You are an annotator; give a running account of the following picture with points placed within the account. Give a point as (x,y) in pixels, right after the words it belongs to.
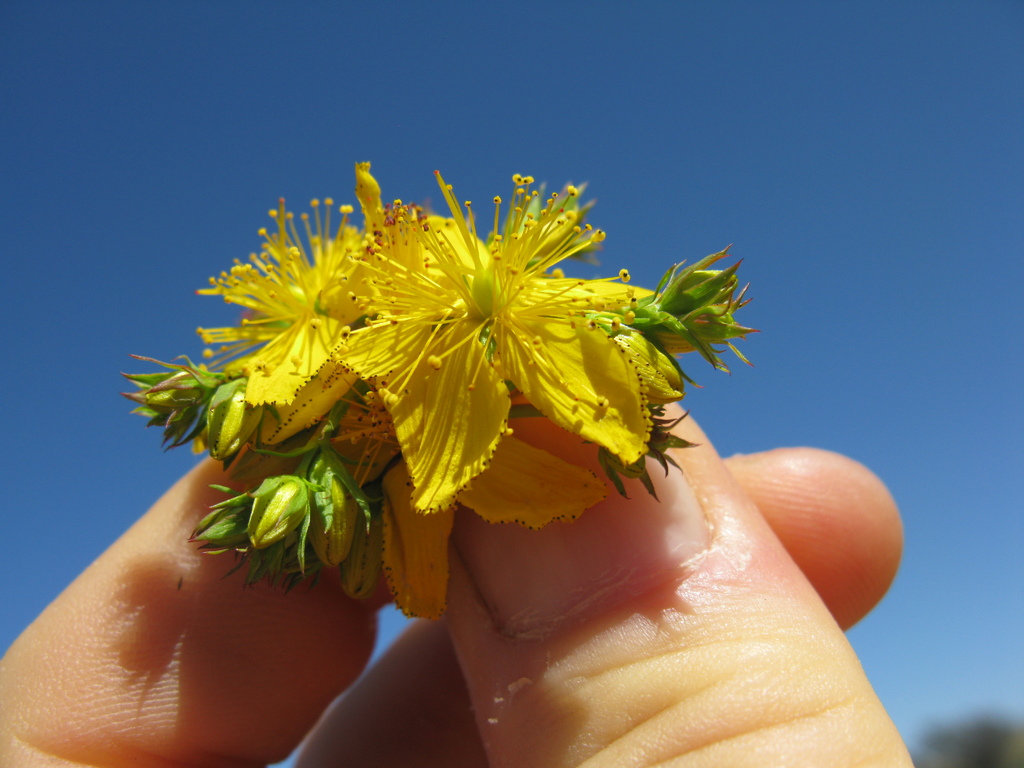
In this image I can see the person (348,649) holding the flowers (435,526) which are in yellow color. In the background (801,50) I can see the blue sky (7,210).
